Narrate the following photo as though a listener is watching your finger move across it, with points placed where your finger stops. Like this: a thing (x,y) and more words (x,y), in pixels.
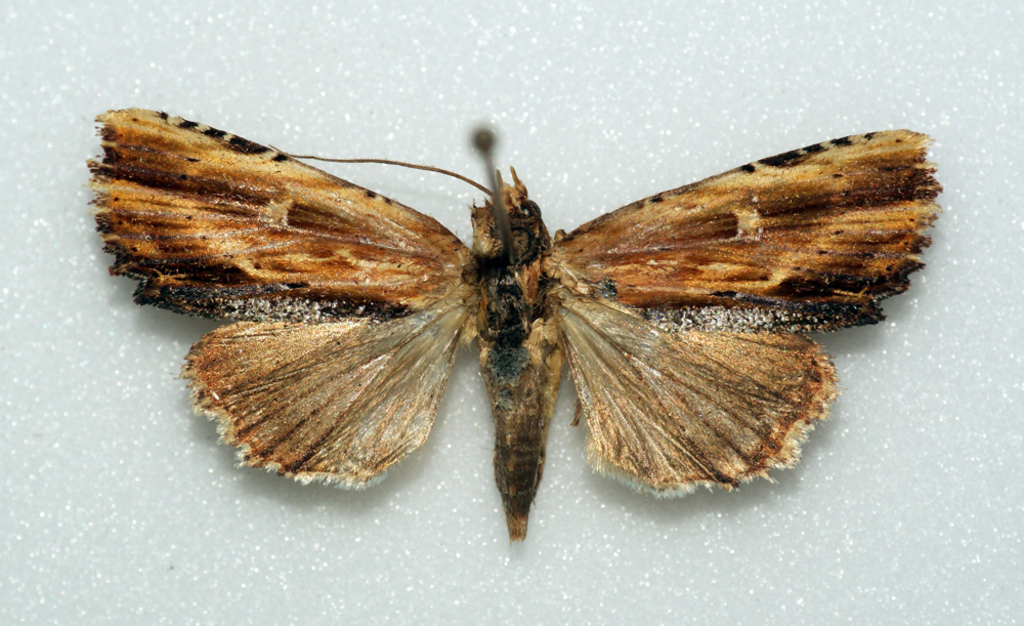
In the center of the image (404,301) we can see a moth (503,284) is present on the wall (563,385).
